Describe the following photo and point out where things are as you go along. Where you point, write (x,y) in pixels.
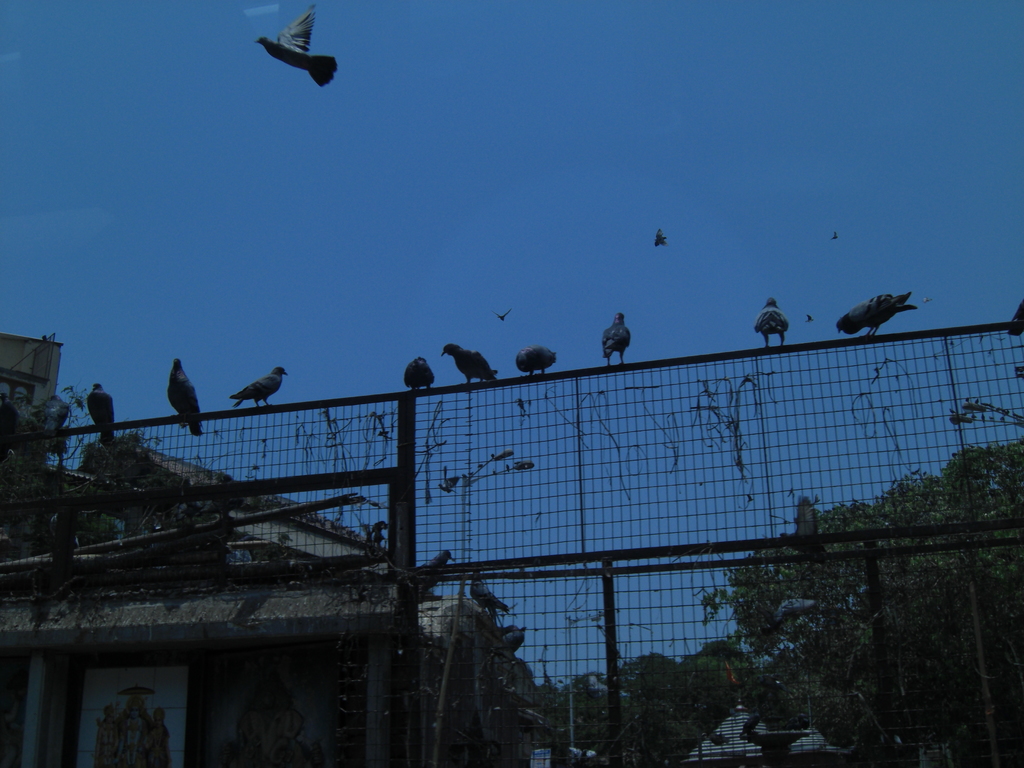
There are birds (812,522) on the net fencing (800,539) in the foreground area of the image (742,535), there are houses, trees (895,543) and the sky (743,514) in the background (574,205).
